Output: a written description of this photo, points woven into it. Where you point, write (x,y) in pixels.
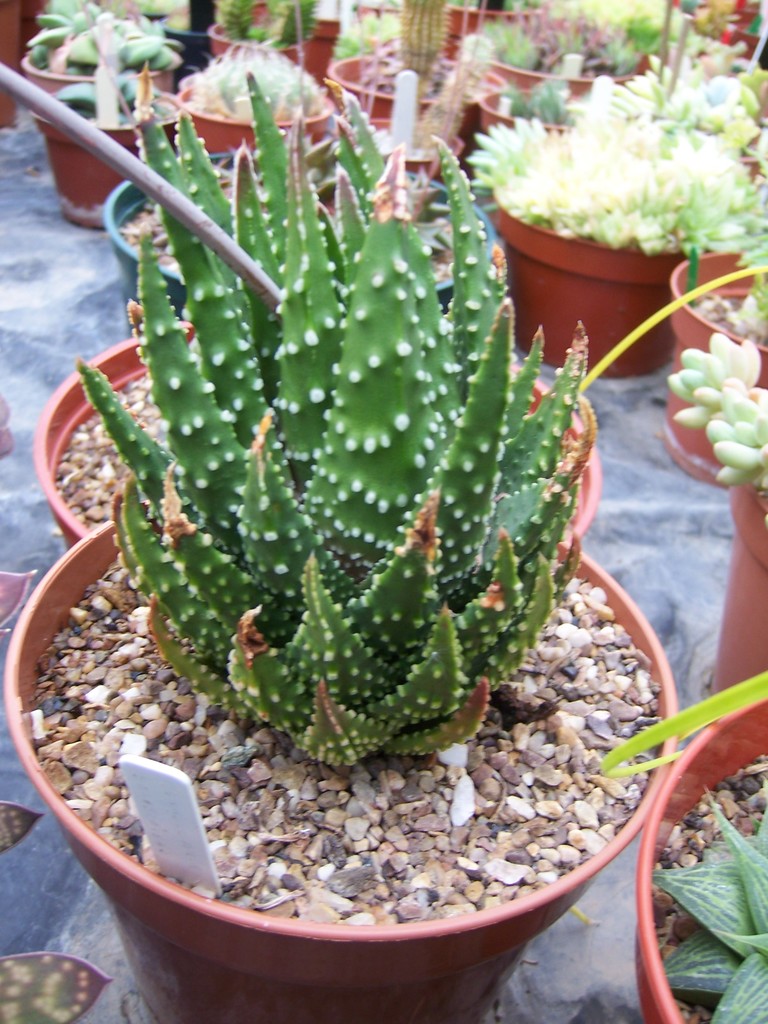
In this image there are few pots (235,975) having plants (723,407) in it. Front side of the image there is a cactus plant (311,716) in the pot (298,847) having few stones (394,823) in it. Pots (314,73) are kept on the floor (664,597).
